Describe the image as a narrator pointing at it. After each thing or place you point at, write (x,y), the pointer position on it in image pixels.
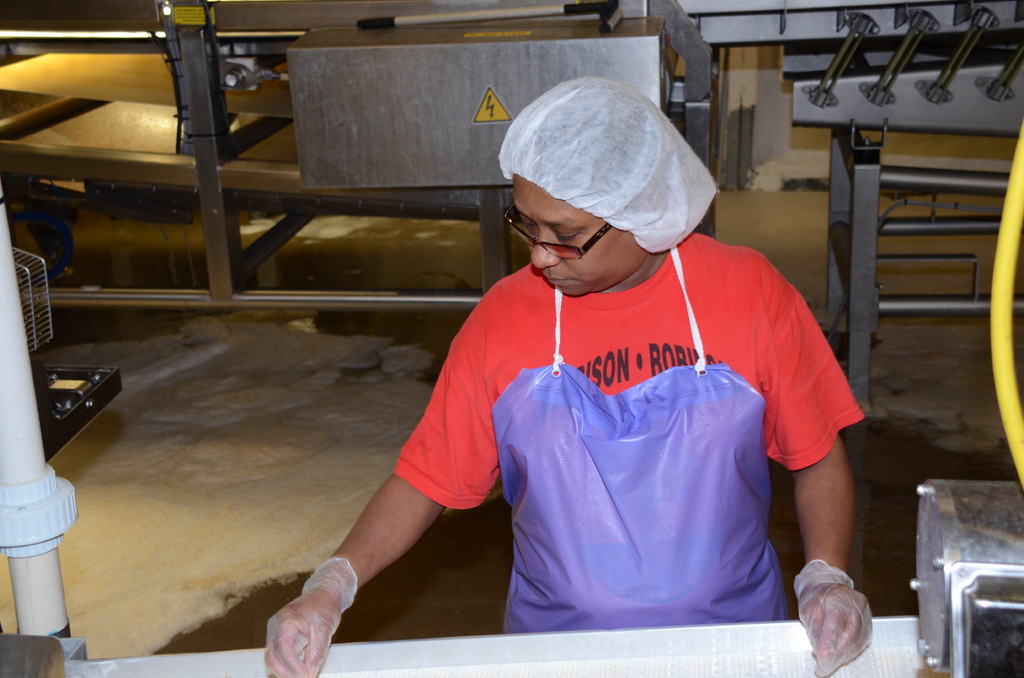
In this image, I can see a person (652,578) standing with head mask (607,135), spectacles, clothes (546,532) and gloves (330,634). In the background (527,70), there are machines (893,94). On the right corner of the image (1013,414), It looks like a pipe (1011,436). At the bottom of the image (453,658), I can see an object (902,655).
